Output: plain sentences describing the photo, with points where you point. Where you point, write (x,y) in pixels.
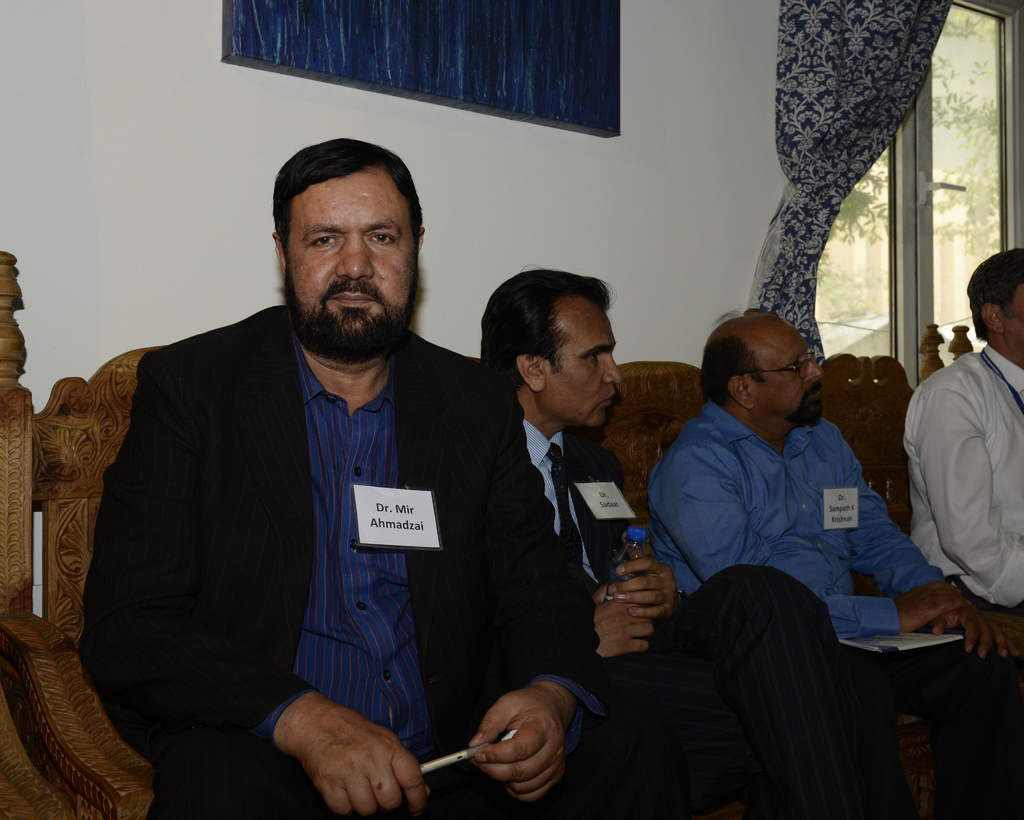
This picture is clicked inside the room (467,303). Here, we see four men (790,497) sitting on the chairs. The man (468,563) on the left side (302,438) wearing a blue shirt (368,553) and black blazer (130,584) is holding a pen (424,768) in his hand (358,729). He is looking at the camera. Beside him, the man (598,544) in the blue shirt (549,484) and black blazer (603,532) is holding a water bottle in his hands (644,634). Behind them, we see a white wall (554,174) on which a blue color photo frame (446,69) is placed. Beside that, we see a curtain (837,176) and a window (869,220) from which we can see trees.
